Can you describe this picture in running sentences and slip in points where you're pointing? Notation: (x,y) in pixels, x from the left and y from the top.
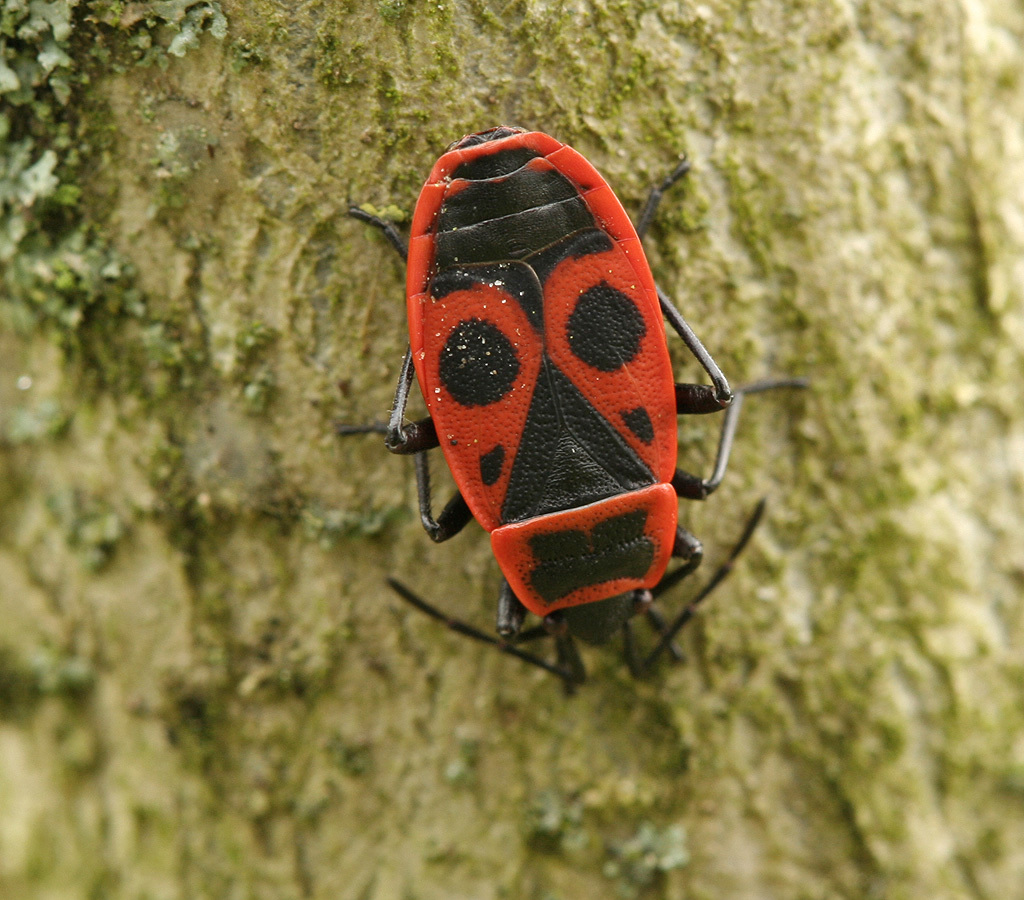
In this image we can see an insect (469,386) on the trunk (187,303) of a tree (244,710).
